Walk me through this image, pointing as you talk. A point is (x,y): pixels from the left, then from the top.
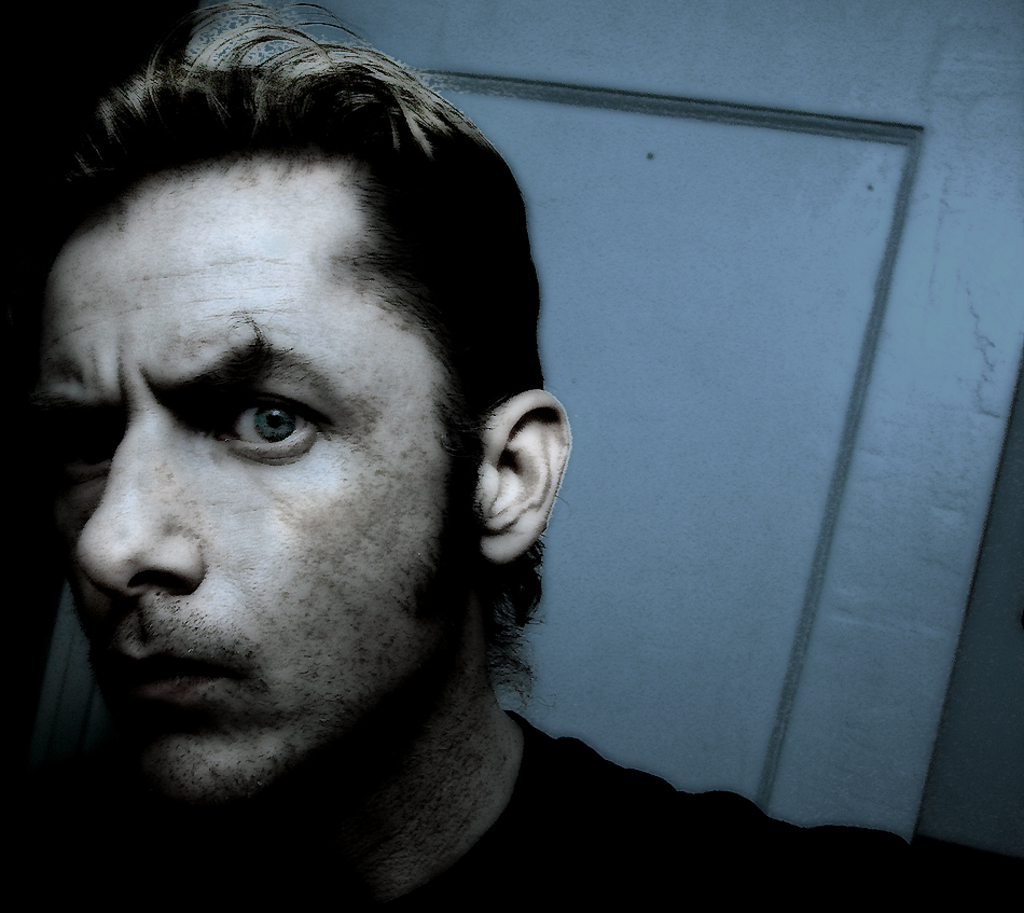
In this image in the front (268,627) there is a person (327,694). In the background (658,319) there is a door (738,299).
